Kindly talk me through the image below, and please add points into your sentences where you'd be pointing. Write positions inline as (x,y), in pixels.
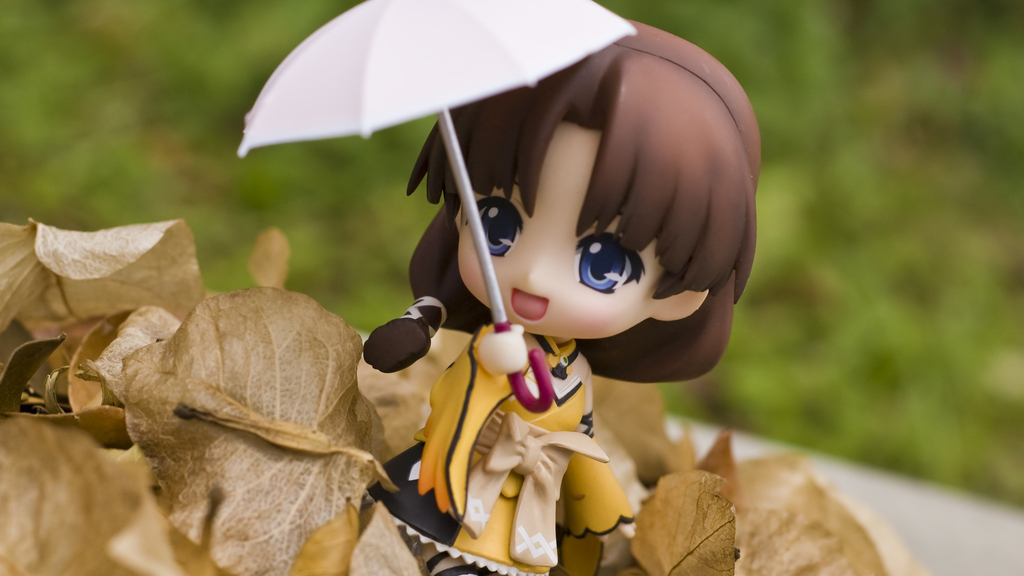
This image is taken outdoors. In the background (825,366) there are a few plants (781,192) with green leaves (679,24). At the bottom of the image (205,495) there are a few dry leaves (346,389). In the middle of the image (467,277) there is a toy (464,157) with a toy umbrella (396,59).
